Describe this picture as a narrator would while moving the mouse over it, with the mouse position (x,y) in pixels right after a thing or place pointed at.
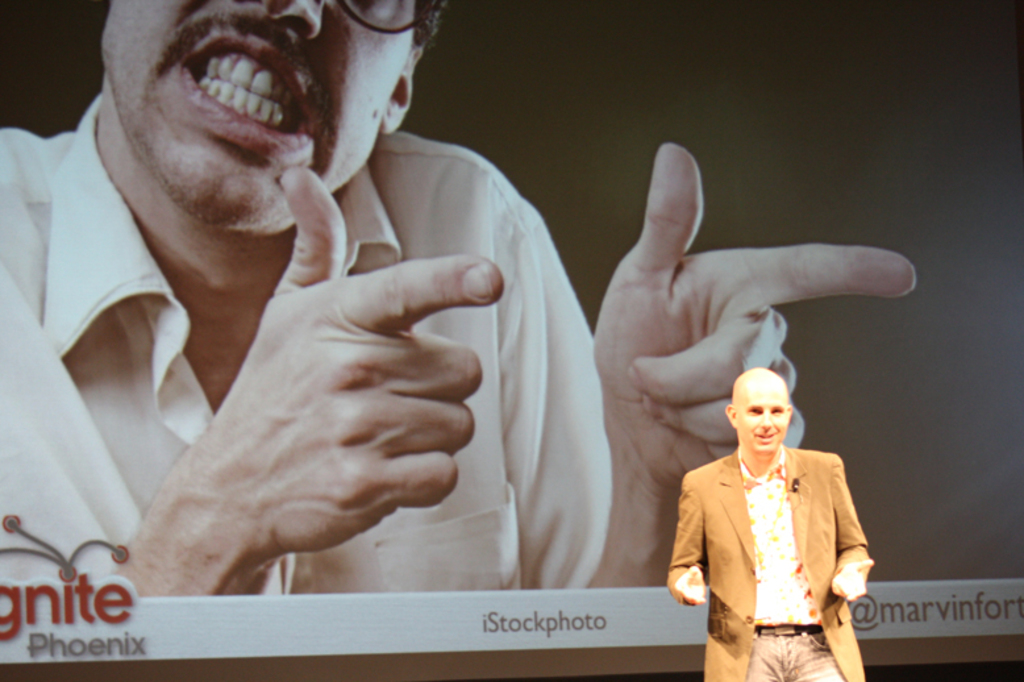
At the bottom right corner (773,504) a man (774,525) is standing. In the background of the image (262,334) a screen (182,300) is there. On screen (354,167) we can see a person (321,252) and some text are there.
